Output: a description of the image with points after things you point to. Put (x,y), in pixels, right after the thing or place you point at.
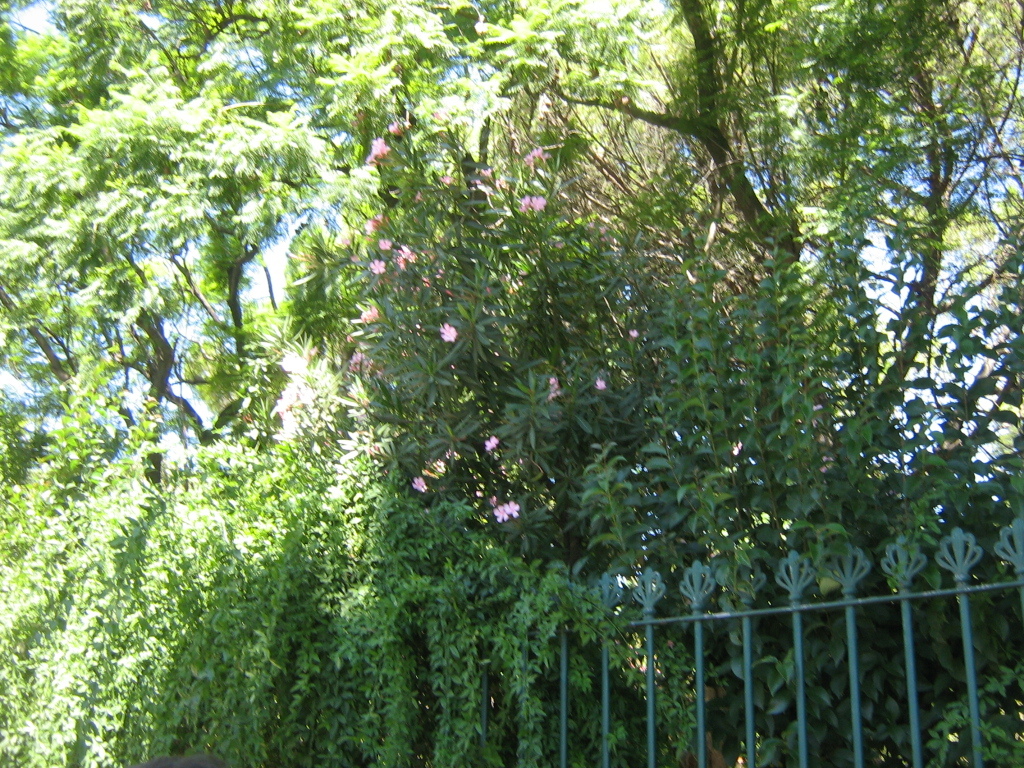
Here we can see trees (121,363), plants (460,358) with flowers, fence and sky (911,232).
